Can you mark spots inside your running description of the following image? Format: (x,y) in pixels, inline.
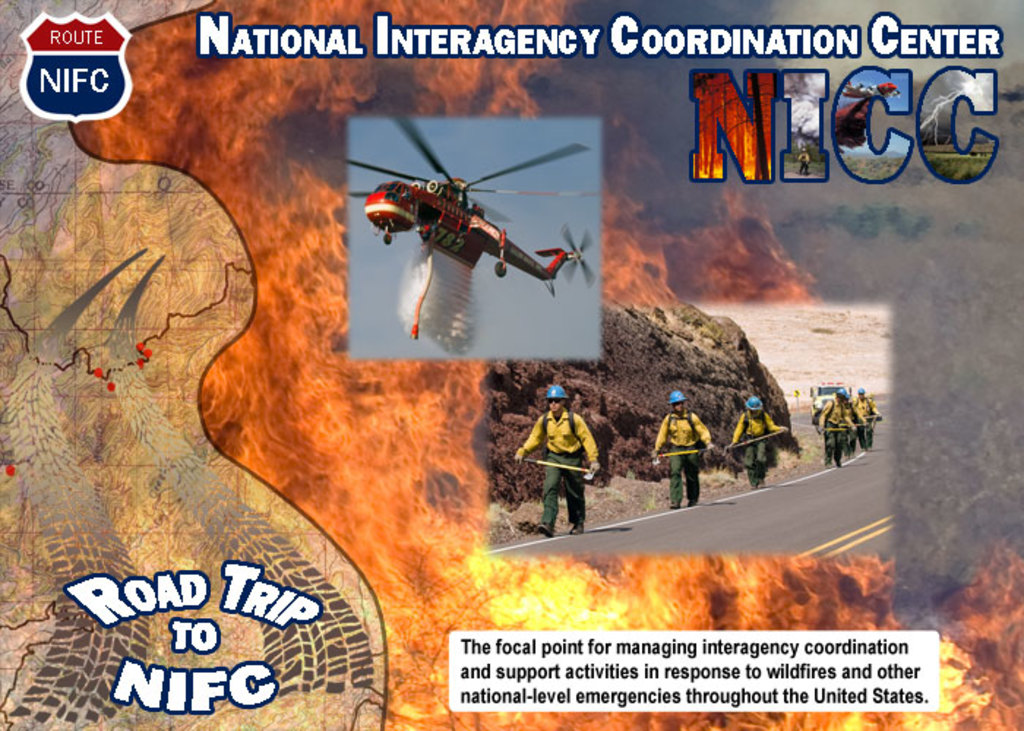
This is a poster. At the top (91,93) there is an emblem (79,77) and something is written. Also there are images of aircraft (457,207). And an image of road (790,516). On the side of the road (768,493) there are people (742,430) walking and wearing helmets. Also there are rocks (667,354). In this image there is fire (450,501). At the bottom (630,654) something is written. On the left side (43,332) there is a map (105,546).
